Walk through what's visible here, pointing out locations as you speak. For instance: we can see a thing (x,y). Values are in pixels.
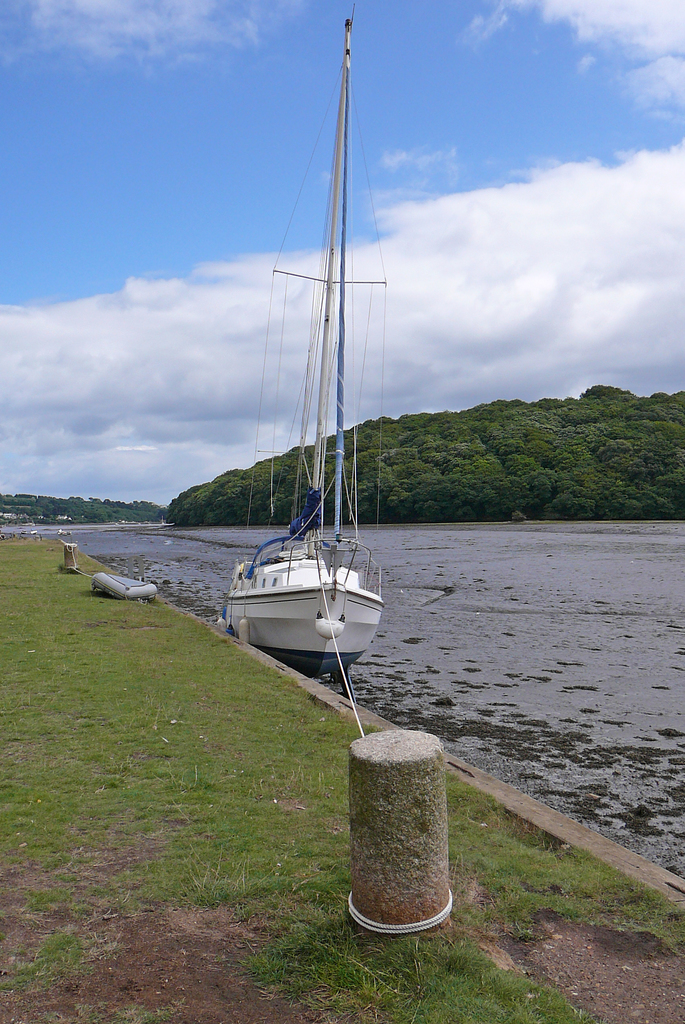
In this image we can see a ship (340,565), here is the rope (325,599), here is the water (678,639), here is the grass (204,750), here are the trees (492,416), at above the sky (410,273) is cloudy.
